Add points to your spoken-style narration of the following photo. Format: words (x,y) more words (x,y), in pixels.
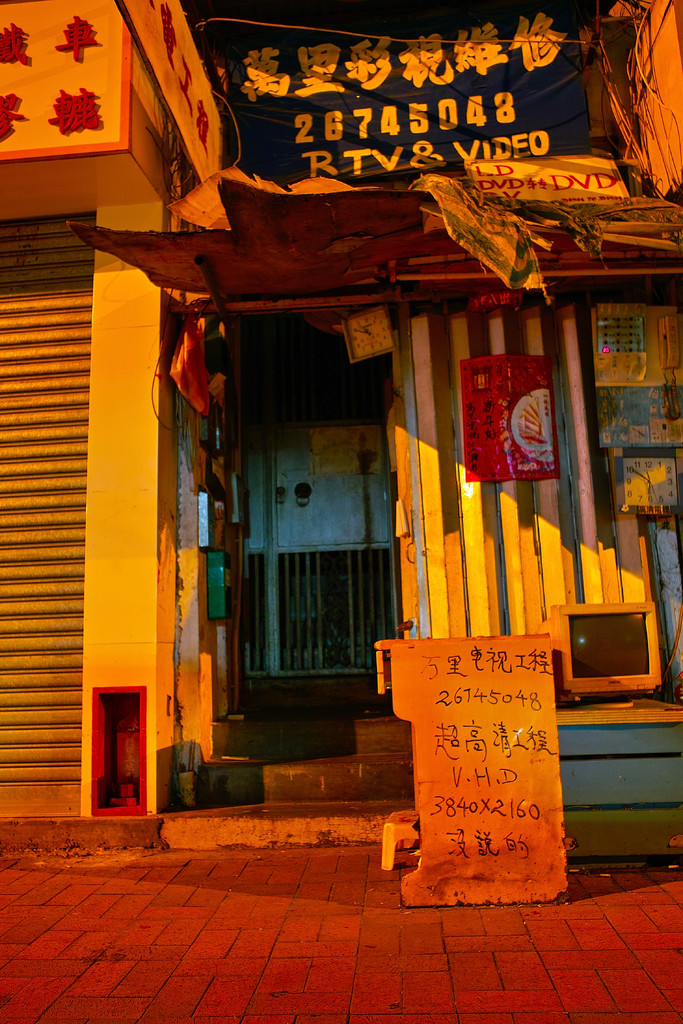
In this image we can see an electronic device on the right side (579,673). Here we can see the metal gate (277,524). Here we can see the shutter (82,508) on the left side (58,384). Here we can see the banner (378,80) at the top (342,113). Here we can see a board (514,826) with text (502,707) on it and it is on the floor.
